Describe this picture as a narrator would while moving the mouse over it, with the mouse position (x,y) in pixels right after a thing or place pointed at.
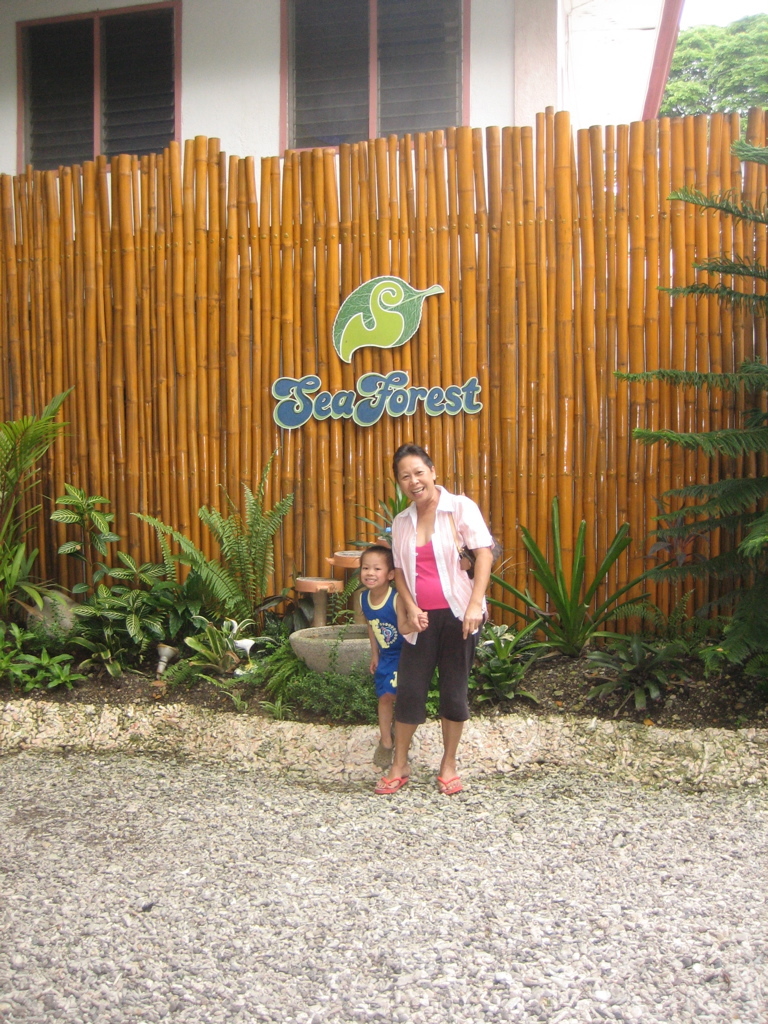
In this picture I can see the ground (27,842), on which there is a woman (401,766) and a child (394,643) standing. In the middle of this picture (306,622) I can see few plants (724,498) and I can see the bamboo sticks (185,172), on which there is something written. In the background (40,117) I can see a building (245,90) and few trees (676,64).
